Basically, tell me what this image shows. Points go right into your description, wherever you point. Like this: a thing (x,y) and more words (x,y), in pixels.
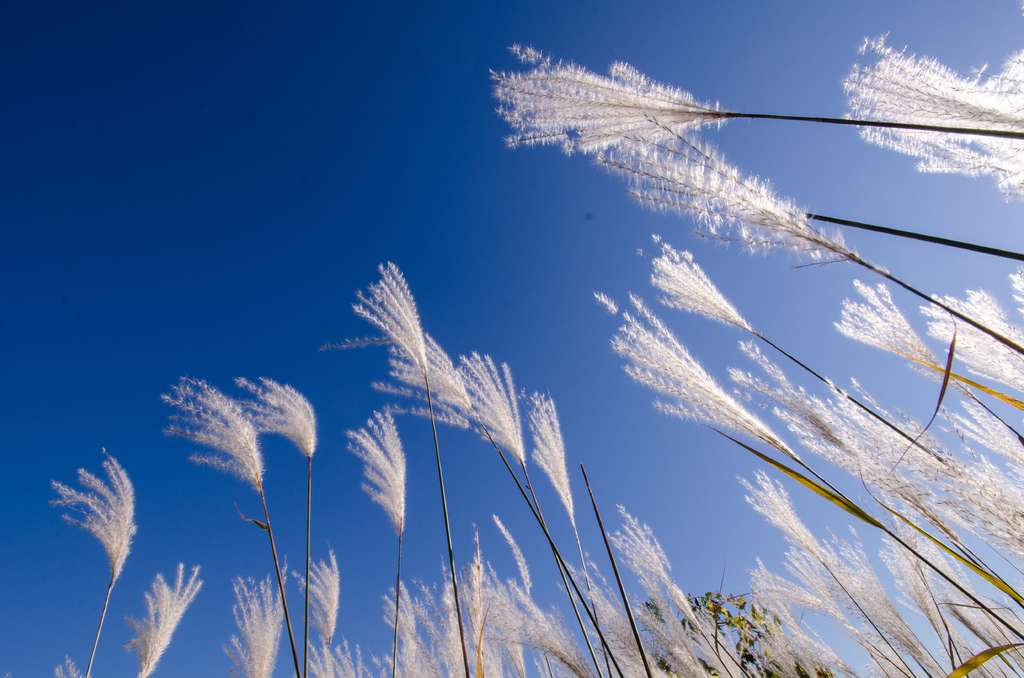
In this picture there are white color flowers (948,488) on the plants (929,130). At the back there is another plant (707,593). At the top (260,187) there is sky (304,186).
